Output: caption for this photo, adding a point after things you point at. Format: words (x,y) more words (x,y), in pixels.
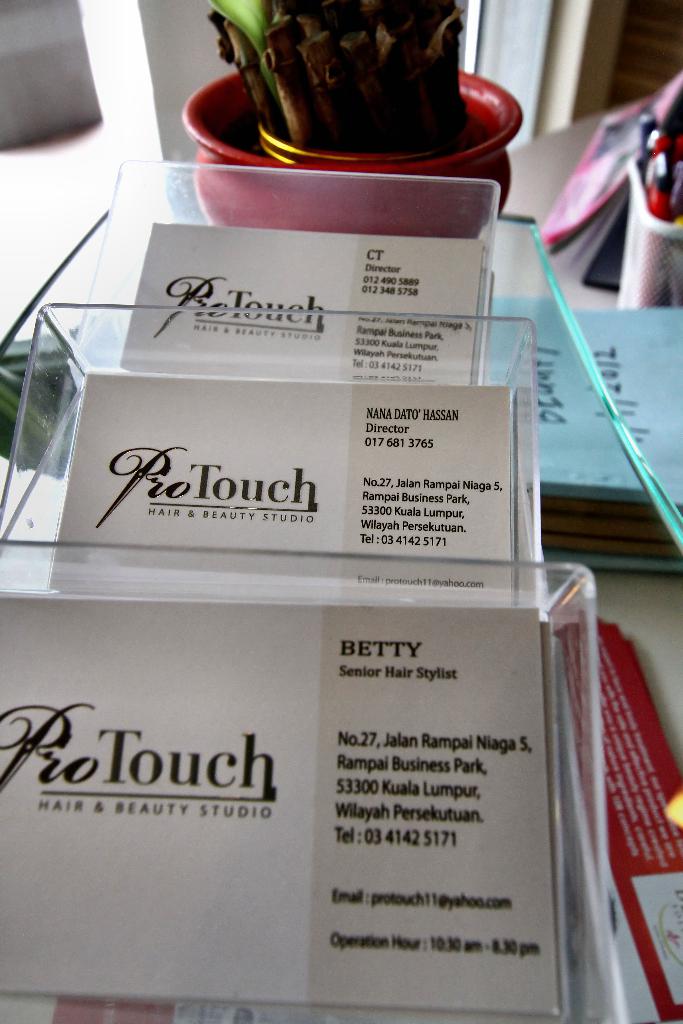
There are many visiting cards (375,485) of a salon are kept on a table (79,287) and behind them there is a bamboo plant (295,111) and in the right side (662,334) there are few books (677,441) and some stationery items (639,223).
